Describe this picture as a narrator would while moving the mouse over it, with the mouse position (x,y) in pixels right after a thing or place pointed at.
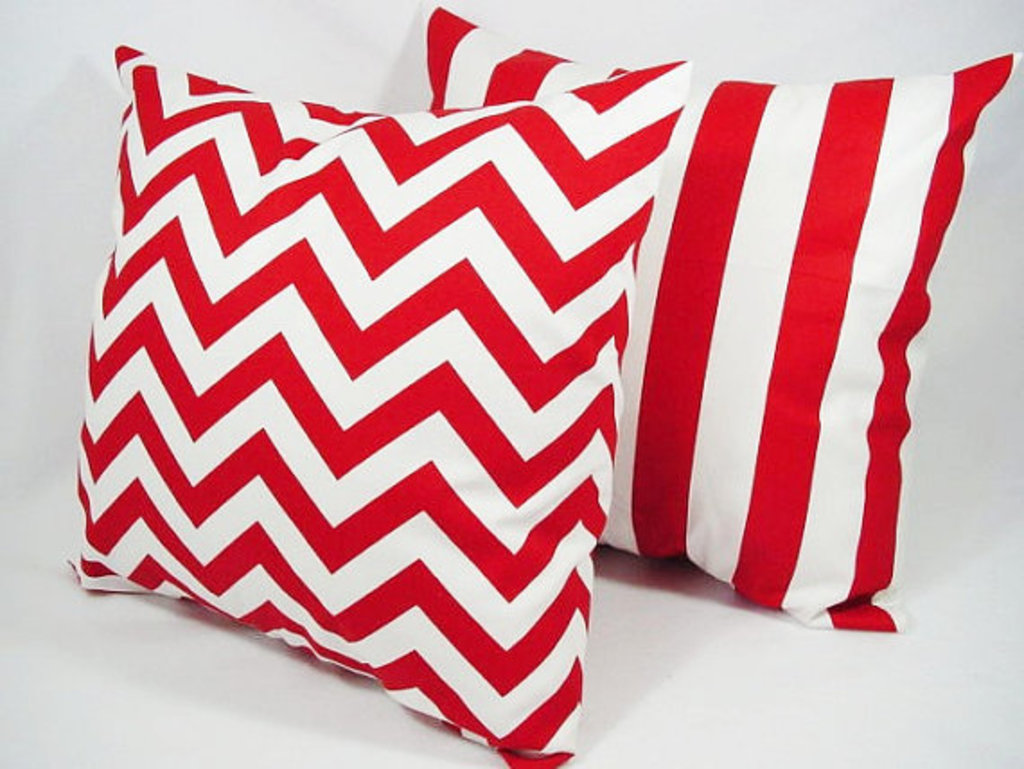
In this image we can see two cushions (413,237), and the background (548,10) is white in color.
